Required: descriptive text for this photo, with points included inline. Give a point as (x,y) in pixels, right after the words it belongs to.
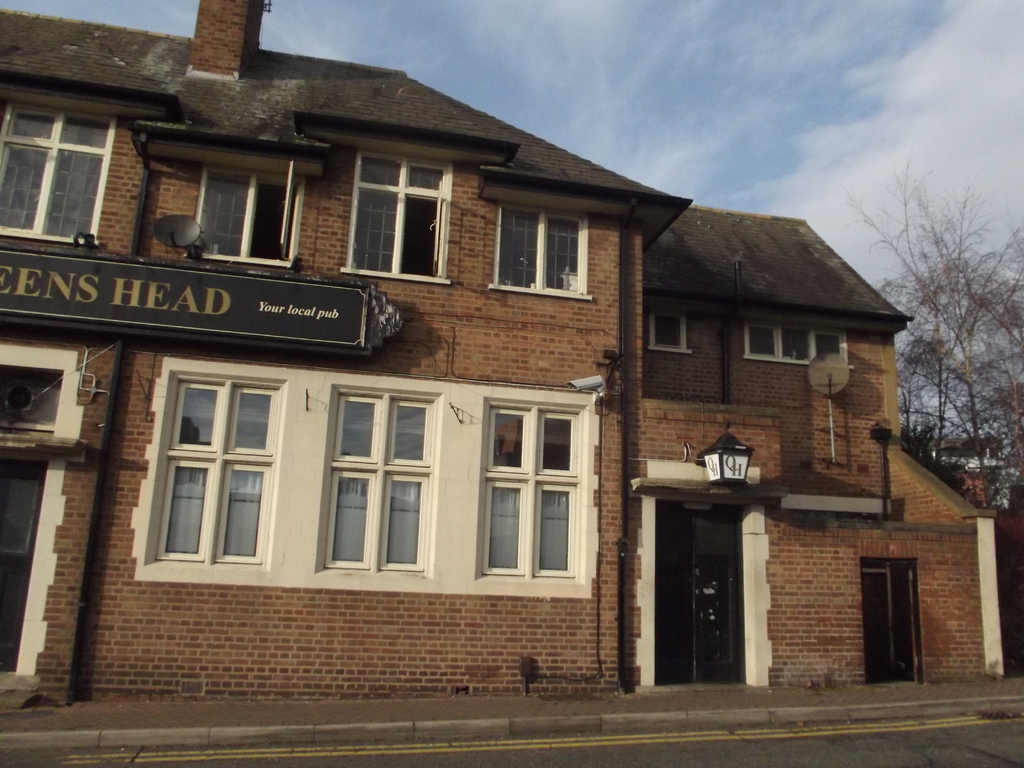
In this image we can see a building (647,620) with windows (564,474), group of poles (619,616), CCTV camera (596,386) and satellite dish (184,222) on the wall (606,511). On the right side of the image (975,392) we can see some trees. In the background (893,124), we can see the cloudy sky (806,132).
